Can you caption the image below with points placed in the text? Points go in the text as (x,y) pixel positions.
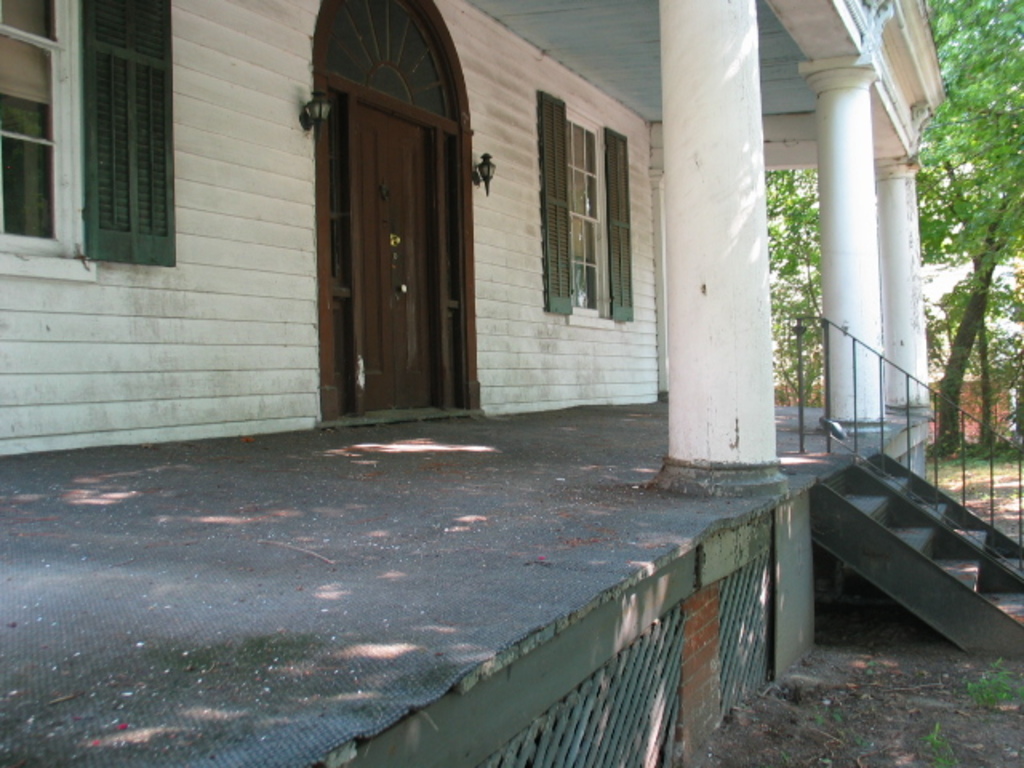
In the image there is a building (264,54) with walls (244,368), windows (356,75), doors (404,324) and pillars (695,396). In front of the building (661,417) there are steps (866,482) and railings (936,445). In the background (979,246) there are trees (960,121).
